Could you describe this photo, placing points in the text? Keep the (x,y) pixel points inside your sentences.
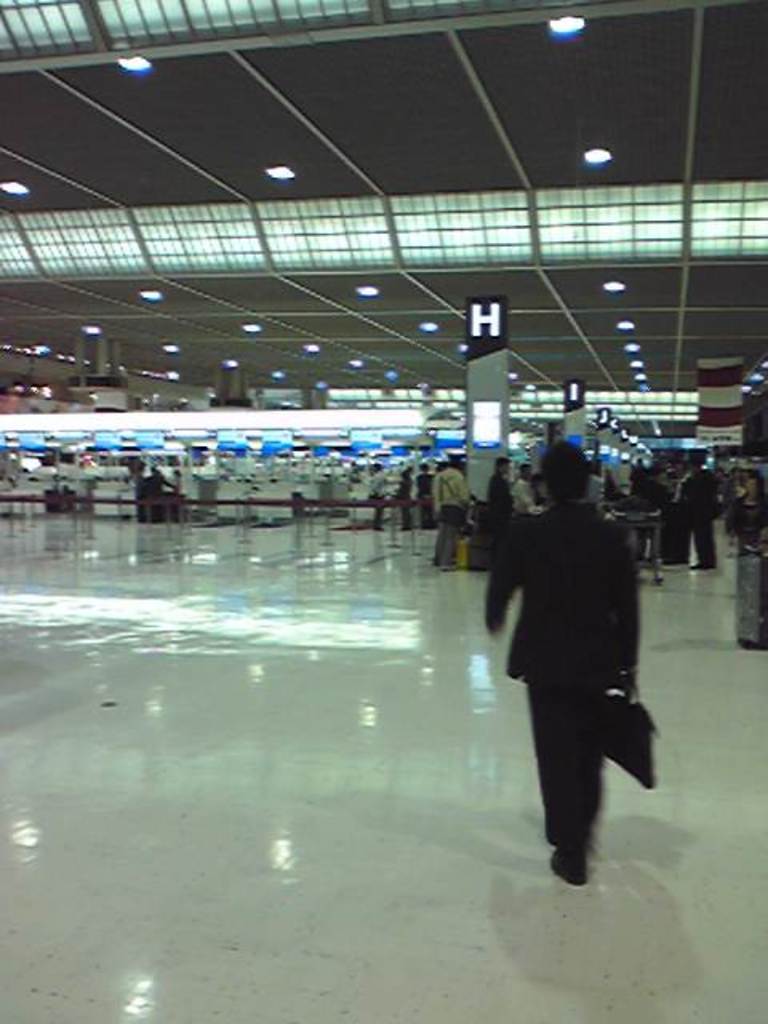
In the picture I can see people (585,700) are standing on the floor (501,672). In the background (377,419) I can see pillars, lights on the ceiling (276,381) and some other objects (294,495). This is an inside view of a building (227,608).
